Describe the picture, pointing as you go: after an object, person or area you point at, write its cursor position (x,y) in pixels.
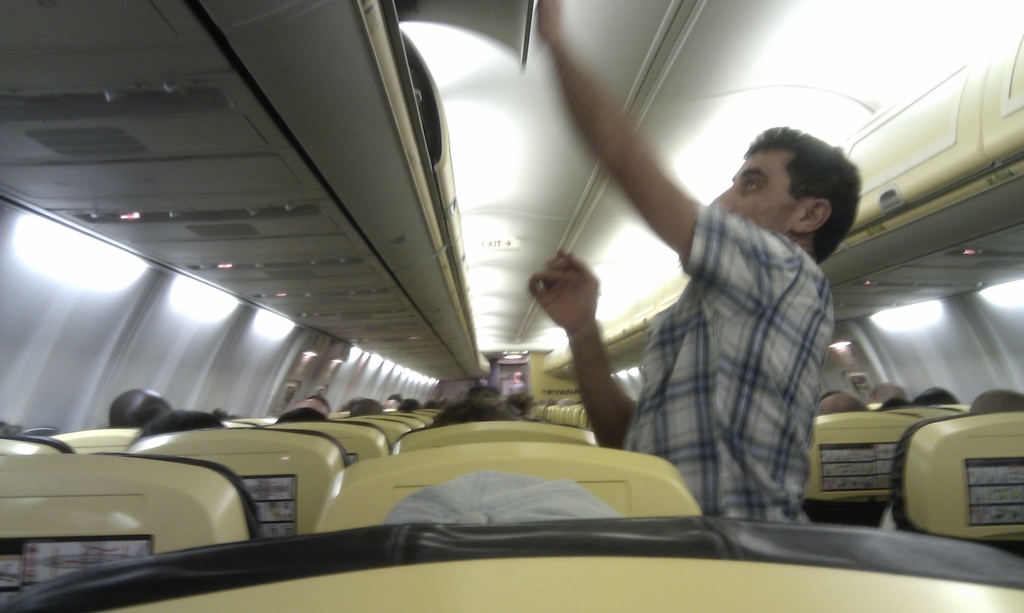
In this image I can see the interior (575,253) of an aeroplane (523,321) in which I can see a person (665,334) standing, few persons (492,405) sitting on chairs (413,454) and few lights (622,375).
